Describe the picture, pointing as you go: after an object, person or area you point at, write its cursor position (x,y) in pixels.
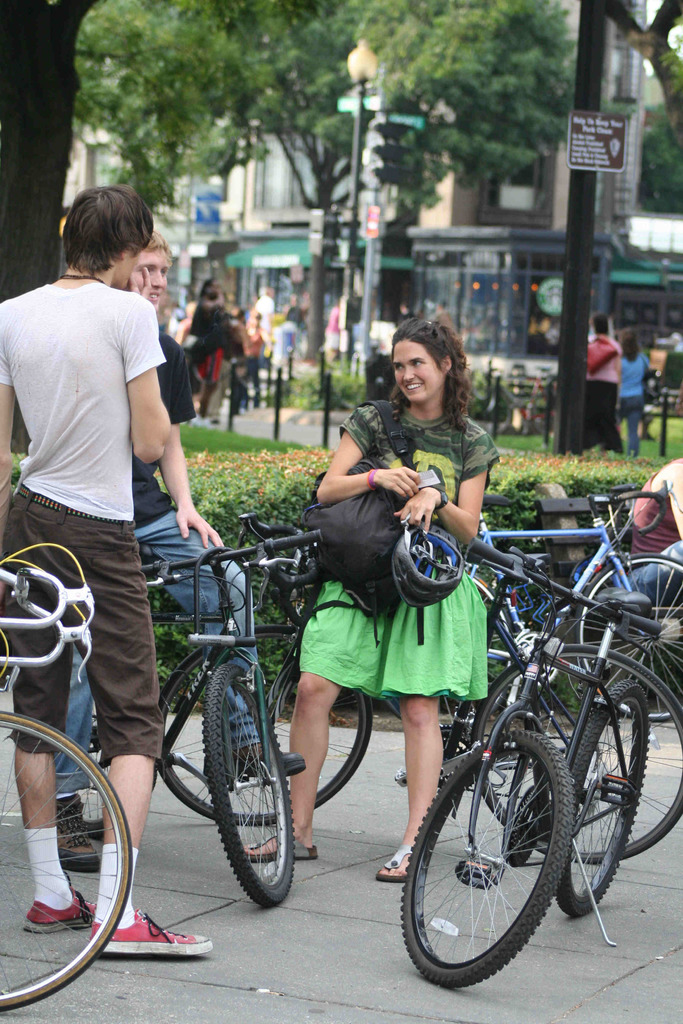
this picture shows a man (78,438) and woman (434,435) standing and woman (434,445) holding backpack (394,589) in her hand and we see a man (195,552) seated on the bicycle (270,758) and we see couple of bicycles (453,757) on the side and we see a pole (565,285) and few of them (221,356) walking on the sidewalk (183,733) and we see a building (390,297) and a couple of trees (296,82).
